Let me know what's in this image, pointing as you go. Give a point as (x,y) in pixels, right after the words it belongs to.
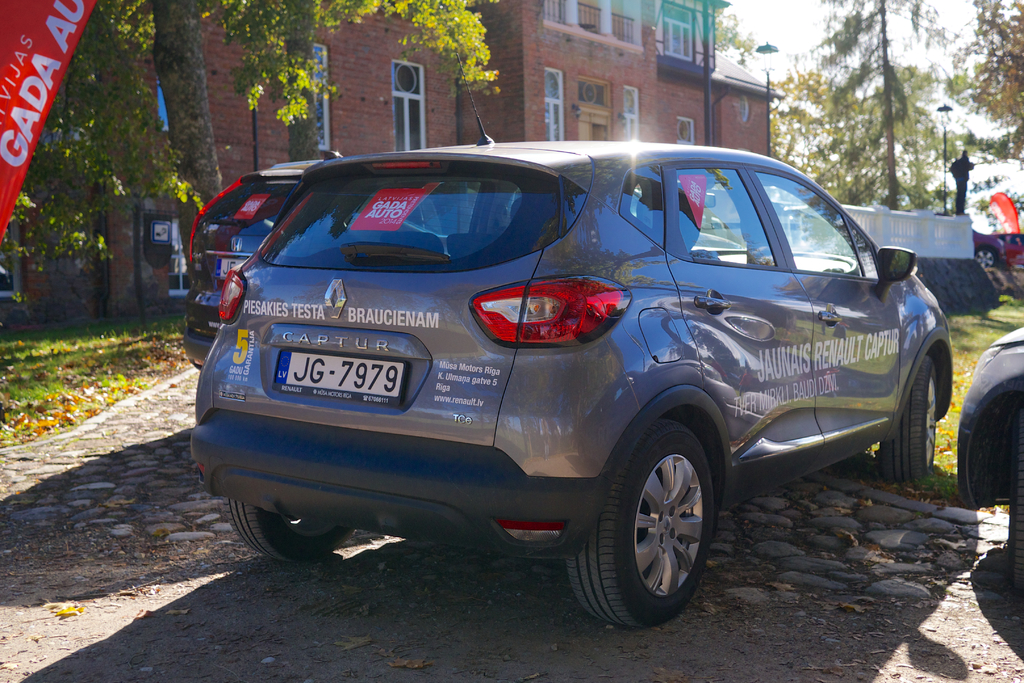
We can see cars (359,268) on the surface (176,475), banner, grass (27,345) and leaves (102,380). In the background (83,206) we can see building (654,107), trees (927,75), poles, fence (945,229), windows (626,99) and sky (777,56).
